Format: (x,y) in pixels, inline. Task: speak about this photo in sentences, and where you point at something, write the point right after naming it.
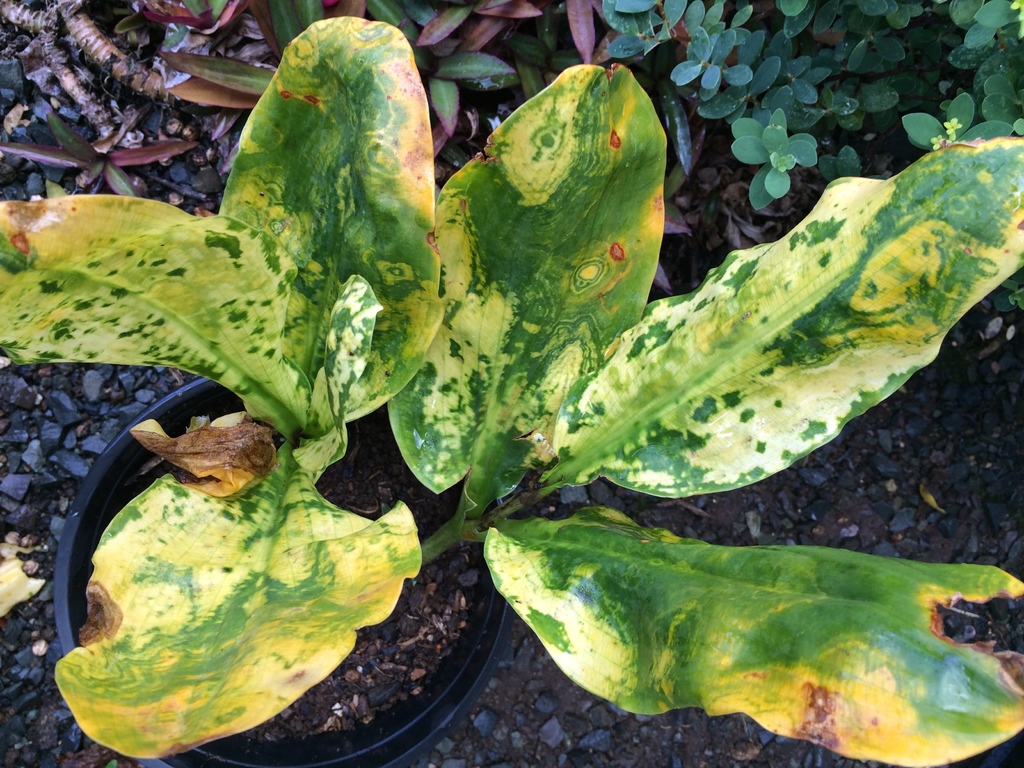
In this image there are plants (571,179).
